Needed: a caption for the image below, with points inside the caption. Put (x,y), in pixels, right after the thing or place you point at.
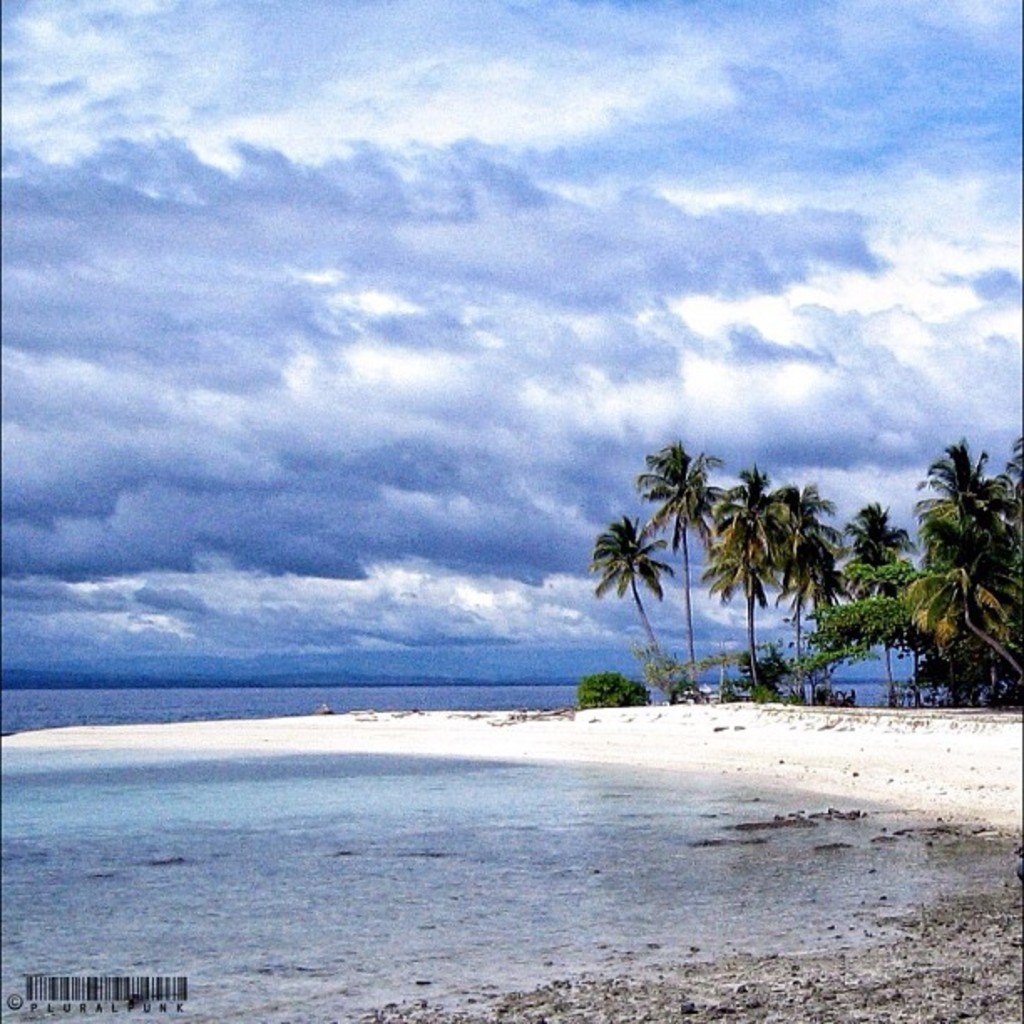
This is a beach (960,976). On the left side (141,842), I can see the water (238,817). On the right side (834,654) there are trees (731,579). At the top of the image (464,271) I can see the sky (464,271) and clouds (428,305).
